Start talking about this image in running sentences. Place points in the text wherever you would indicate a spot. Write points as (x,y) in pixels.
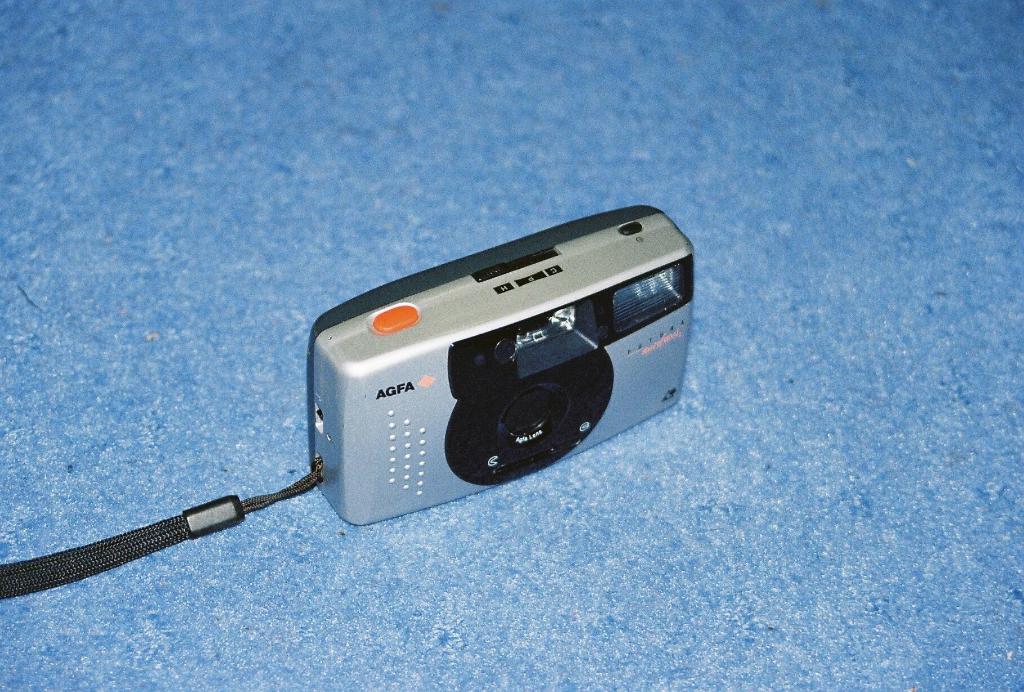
In this image we can see a camera (420,430) on a blue surface (308,310).
